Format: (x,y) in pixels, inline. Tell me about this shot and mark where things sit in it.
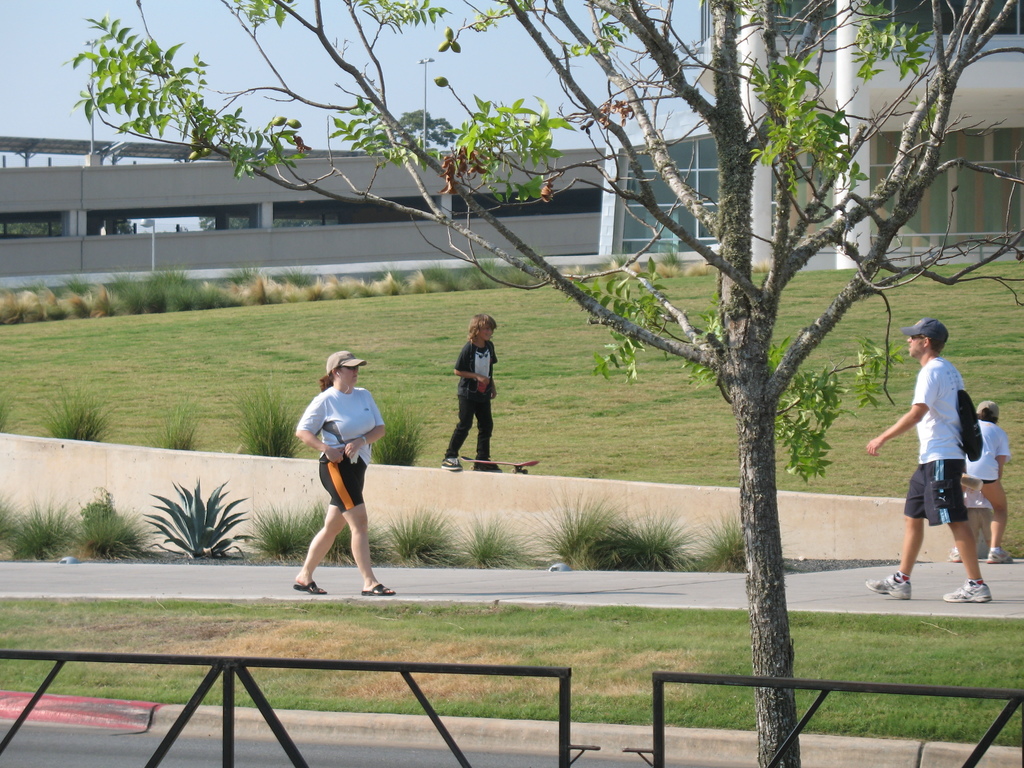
In this picture, we can see a few people (456,469), and among them we can see a child (489,444) with skateboard (521,470) on the wall (251,494), we can see the wall (79,500), road (949,589), ground (467,448) with grass (504,447), plants (426,527), trees (757,547), some metallic objects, buildings (185,185) with windows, pole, lights (427,58), and the sky (431,92).
